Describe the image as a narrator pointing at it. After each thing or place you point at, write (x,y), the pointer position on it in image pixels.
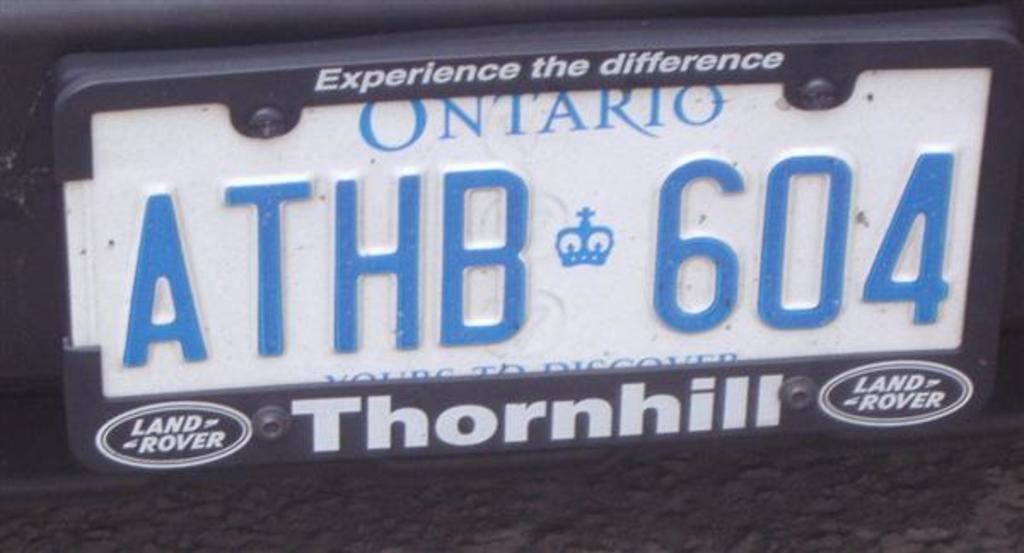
In the foreground of this picture (536,298), there is a number plate (480,318) of a vehicle (871,302) and text (342,275) written as 'A THB 604" on it.
